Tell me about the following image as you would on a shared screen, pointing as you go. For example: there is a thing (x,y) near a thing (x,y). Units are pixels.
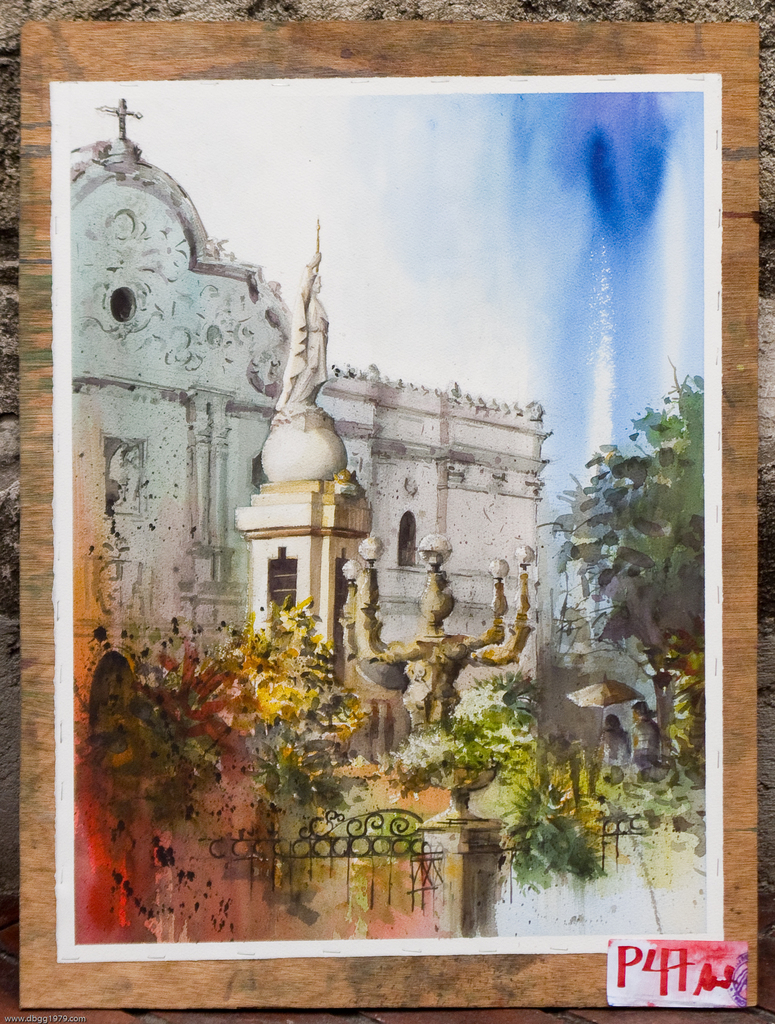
In this image we can see a poster (286,832) with drawing (304,403) of a building (389,499), statue (286,385), trees (518,800) and sky (502,321). At the bottom of the image (653,984) there is some text (618,973).
